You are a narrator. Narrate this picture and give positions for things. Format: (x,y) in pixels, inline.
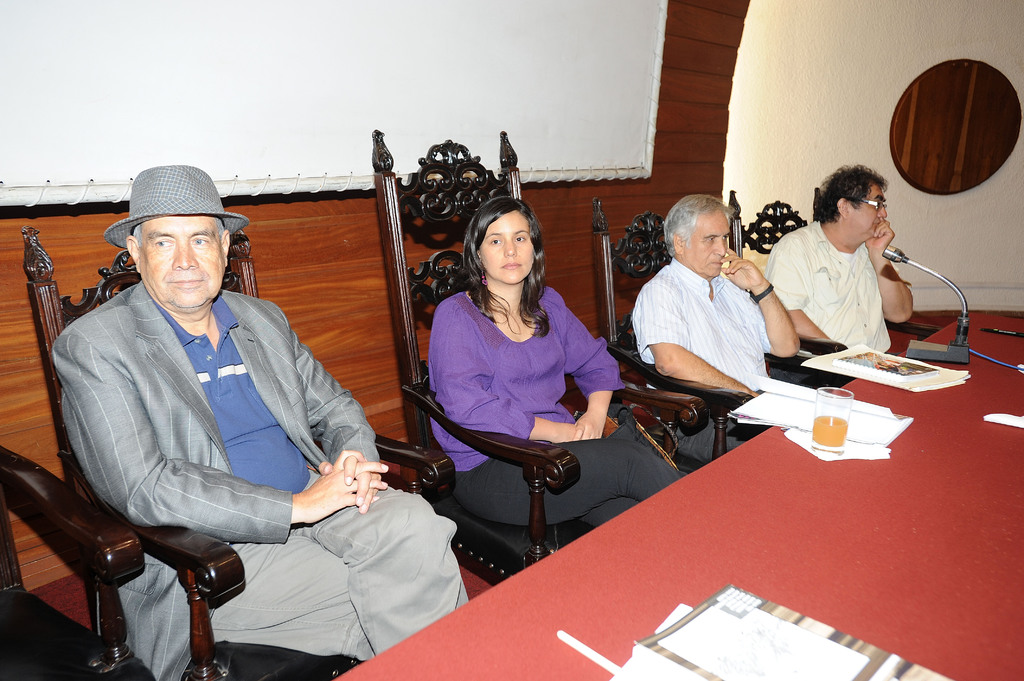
In the left side (148,298) a man (270,528) is sitting on the chair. He wore a coat (279,507), hat (207,202) beside him there is a woman (539,379) sitting on the chair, she wore a purple color top (561,381). There is a glass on this table (848,606).
